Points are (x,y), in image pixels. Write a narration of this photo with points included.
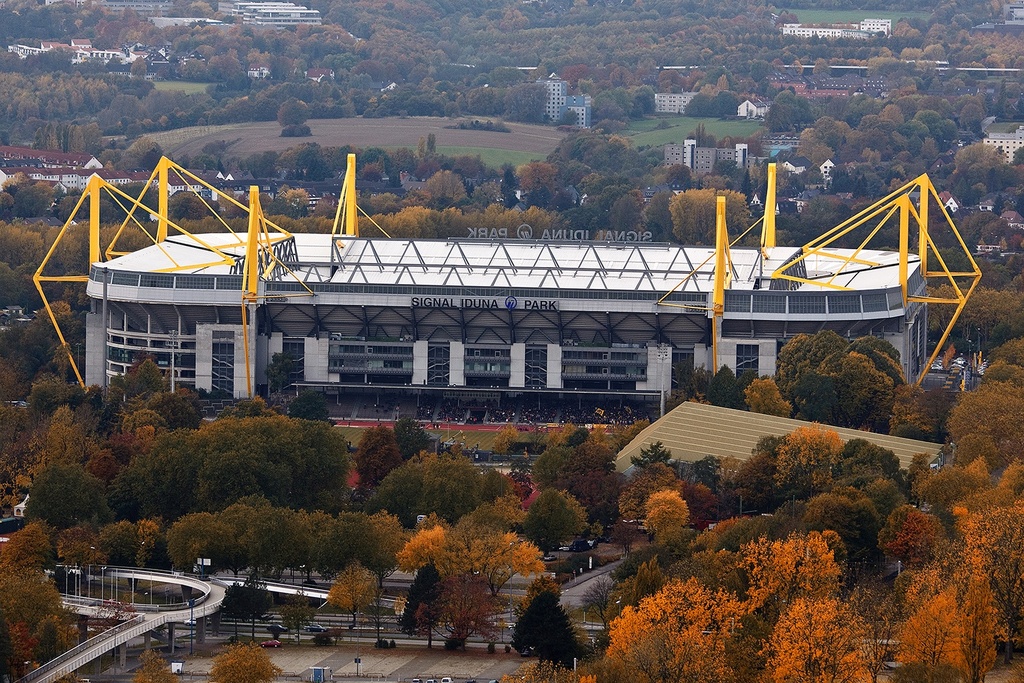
In the foreground of this image (590,484), there are many trees (583,516), fly over (149,629), road (363,635) and vehicles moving on the road (330,624). In the background (630,324), there are buildings (651,322) in which on one building (497,343) it is written as ¨ SIGNAL IDUNA PARK¨. In the background (679,188), there are trees (524,119) and buildings (300,12) in between.
